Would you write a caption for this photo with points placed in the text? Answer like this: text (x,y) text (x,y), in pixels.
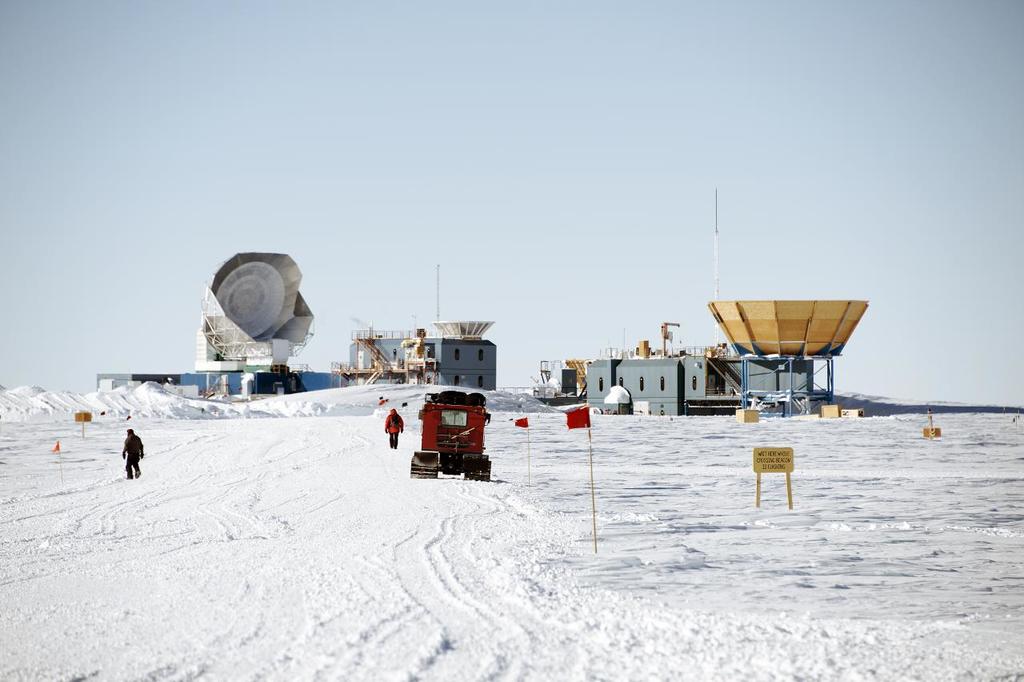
As we can see in the image there is snow (730,481), vehicle (467,435), flag (595,539) and two persons (134,448) walking. At the top (446,151) there is sky (640,151). There are buildings (451,359), stairs (371,343) and windows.
